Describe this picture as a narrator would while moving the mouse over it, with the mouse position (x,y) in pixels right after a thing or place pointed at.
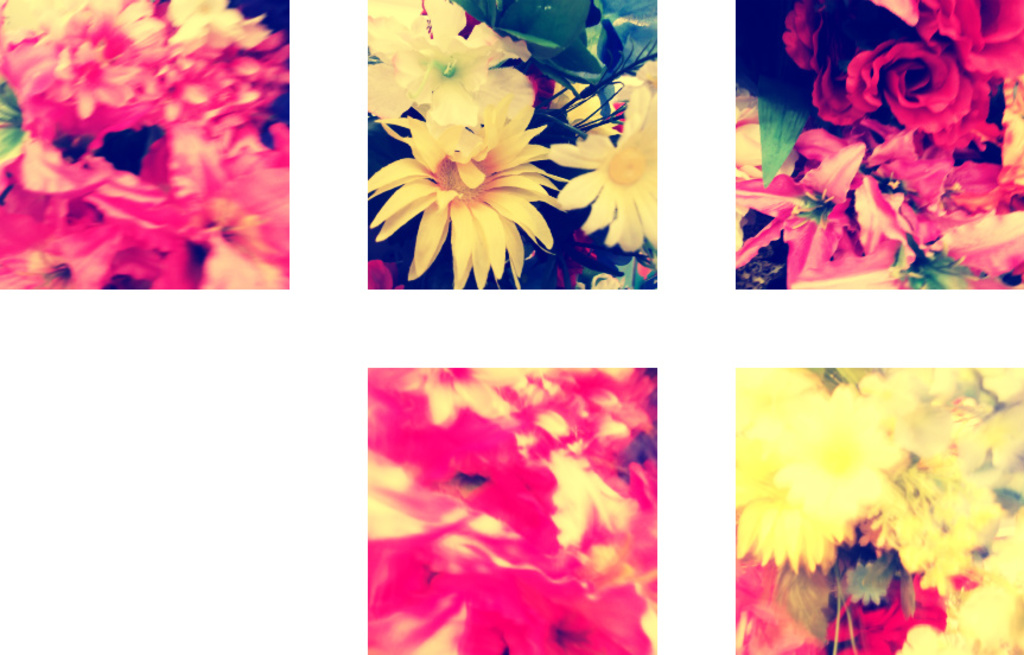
In this image I can see collage photos of flowers (39,36) and leaves (17,134). I can also see colour of these flowers (165,7) are pink, red and yellow.
